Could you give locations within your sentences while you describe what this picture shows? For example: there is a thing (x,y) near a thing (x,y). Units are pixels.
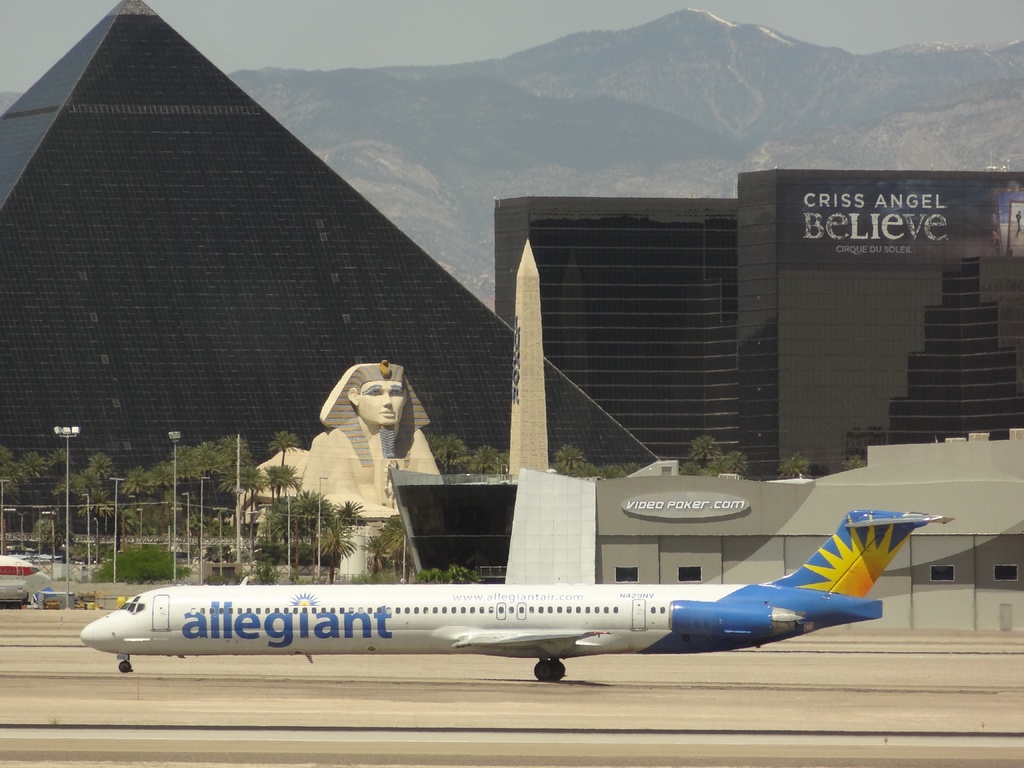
Here in the front (198,589) we can see an airplane (223,653) present on the run way (316,673) over there and beside that we can see a tower (525,378) and a Egyptian statue (331,412) present over there and we can see light posts (289,550) and plants (145,556) and trees (327,543) all over there and we can see buildings (647,359) and a building (145,23) in pyramid shaped present over there and in the far we can see mountains (423,101) present all over there.
